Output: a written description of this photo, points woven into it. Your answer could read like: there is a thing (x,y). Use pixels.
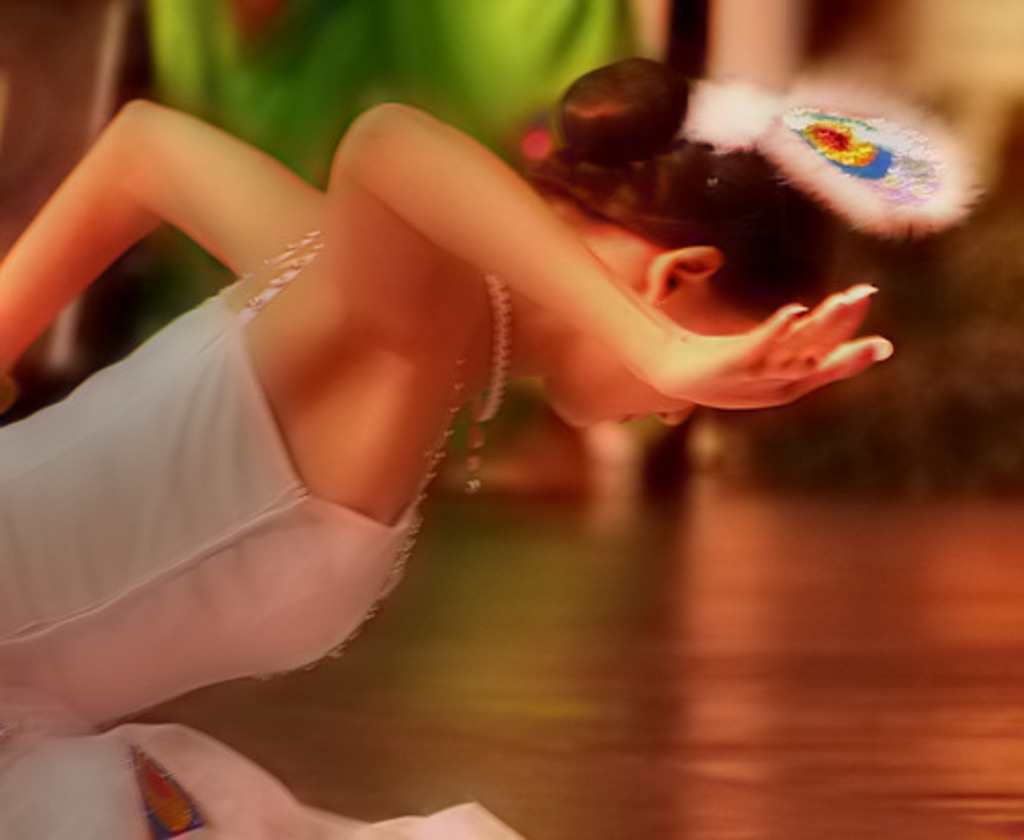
In this picture I can see in the middle (369,464) there is a woman (307,409), she is wearing a white color dress (211,598).
